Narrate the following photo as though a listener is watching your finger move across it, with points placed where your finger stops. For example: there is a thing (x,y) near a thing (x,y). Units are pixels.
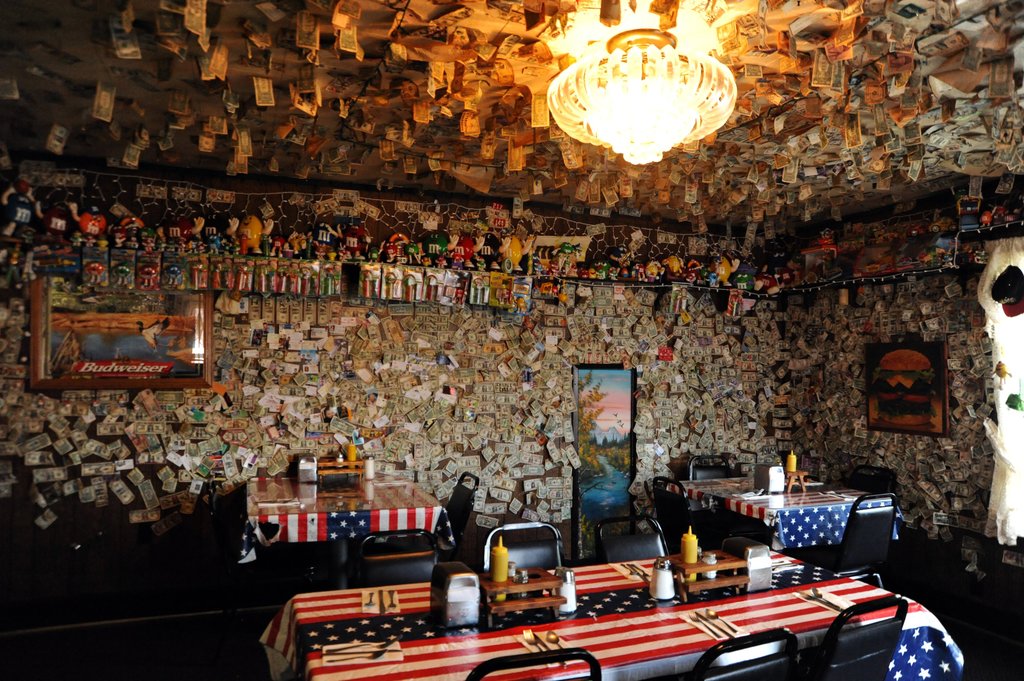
In this picture I can see the chairs (834,644), dining tables (677,588) and bottles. In the background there are photo frames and other images (426,347) on the wall (435,363). At the top (656,118) I can see the light (706,77).
